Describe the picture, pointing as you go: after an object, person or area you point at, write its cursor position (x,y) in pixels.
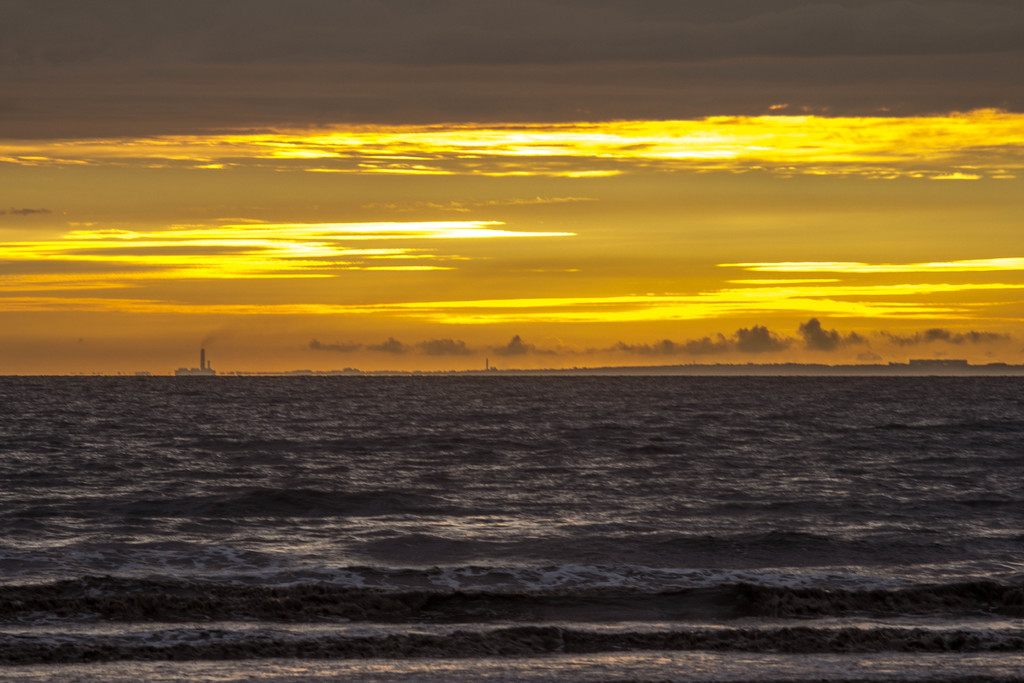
In this image we can see the sea (199,437) and one building (210,372) is there in the distance. Sky (267,274) is yellow and reddish color along with the clouds (630,348).
